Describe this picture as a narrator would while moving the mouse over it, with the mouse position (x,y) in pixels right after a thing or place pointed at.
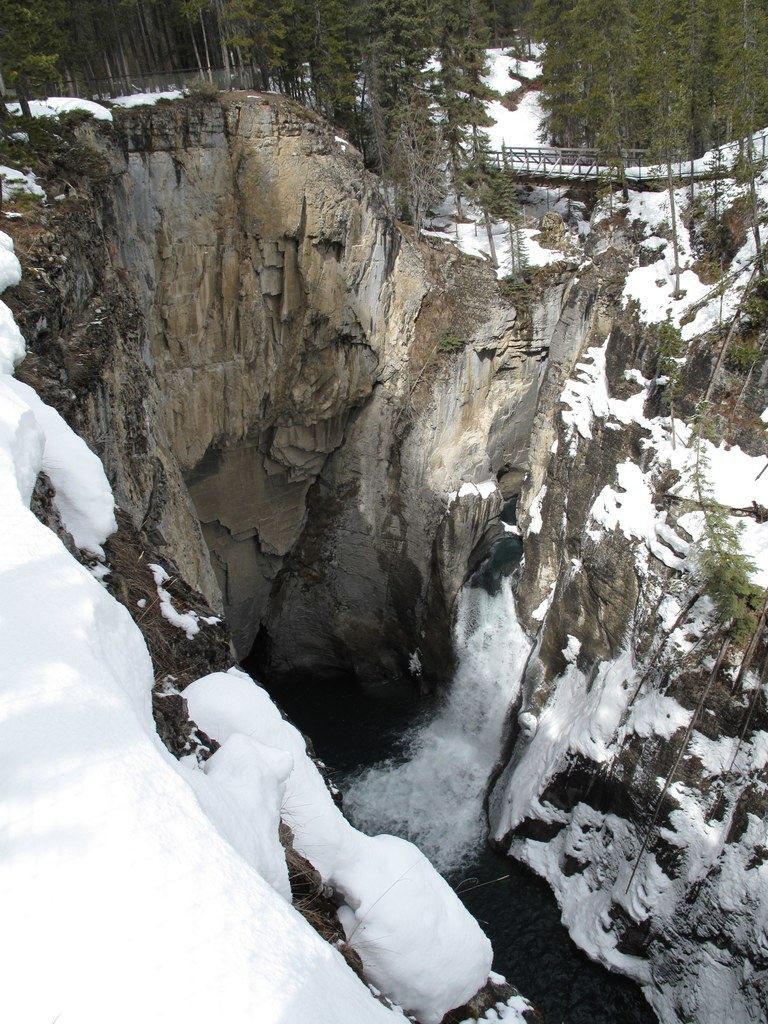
In this image there is a valley (375,697) in middle of this image (414,417) and there are some trees (362,106) at top of this image (451,59).
